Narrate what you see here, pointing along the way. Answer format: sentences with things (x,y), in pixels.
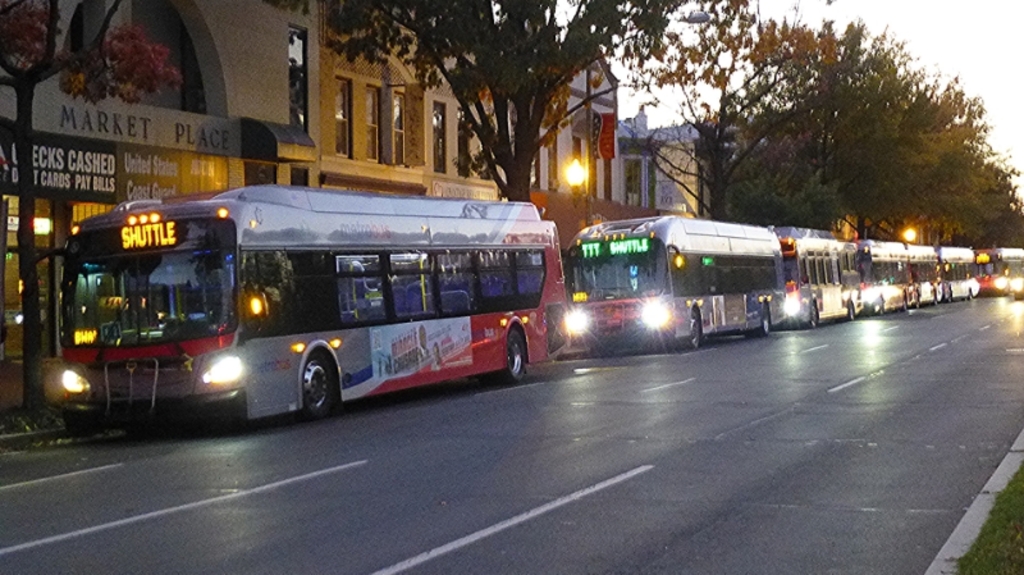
In the image in the center (597,281) we can see few buses (766,252) on the road (759,481). In the background (739,59) we can see sky (903,14), clouds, trees (568,63), buildings (251,143), wall (62,128), windows (303,115), banners (102,150), street lights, grass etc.
